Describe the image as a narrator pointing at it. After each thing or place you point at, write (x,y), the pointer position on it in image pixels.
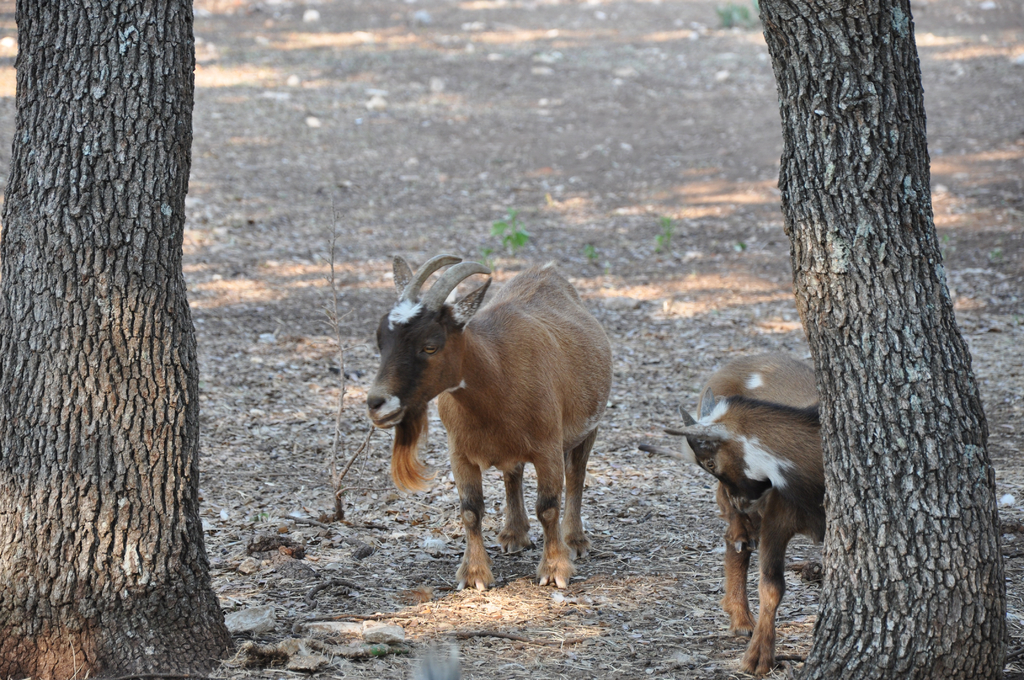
In this image we can see two animals (768,417), two trees (133,236) and some plants (519,237) on the surface (559,223).
